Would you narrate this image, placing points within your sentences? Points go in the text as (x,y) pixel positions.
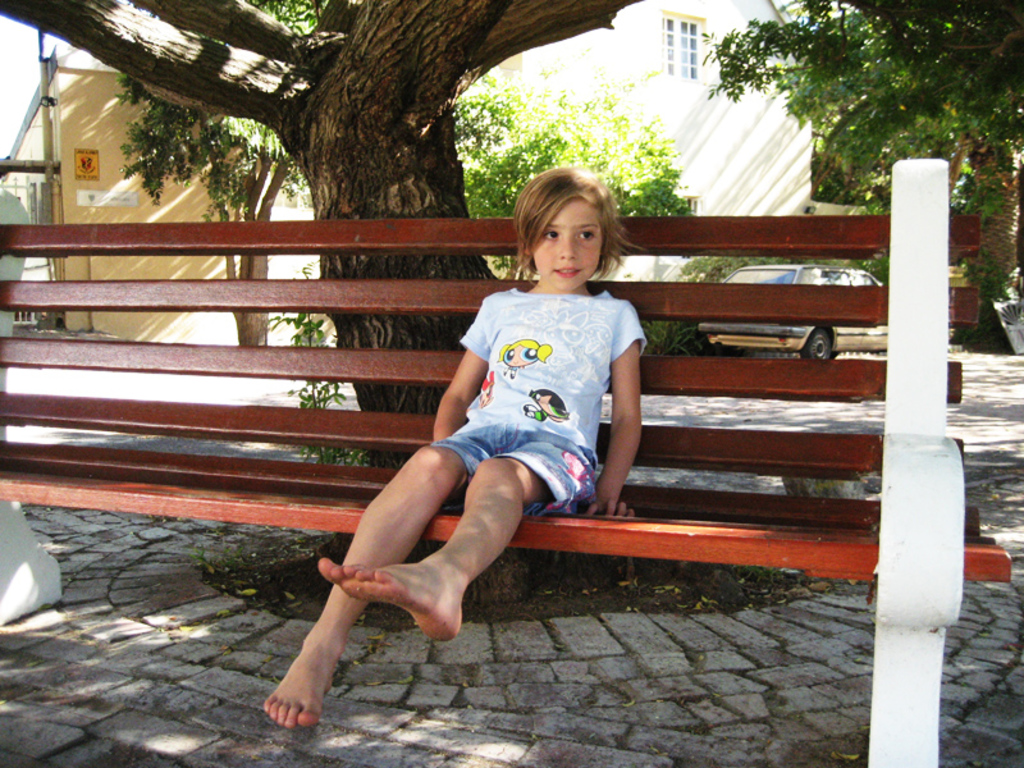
In this picture there is a girl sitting on the bench (114,488) with bare foot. Behind her there is a tree (445,132), a building (751,135) and there is a car (765,282) parked on the road (797,401). The floor (688,685) is of cobblestones (482,730).
